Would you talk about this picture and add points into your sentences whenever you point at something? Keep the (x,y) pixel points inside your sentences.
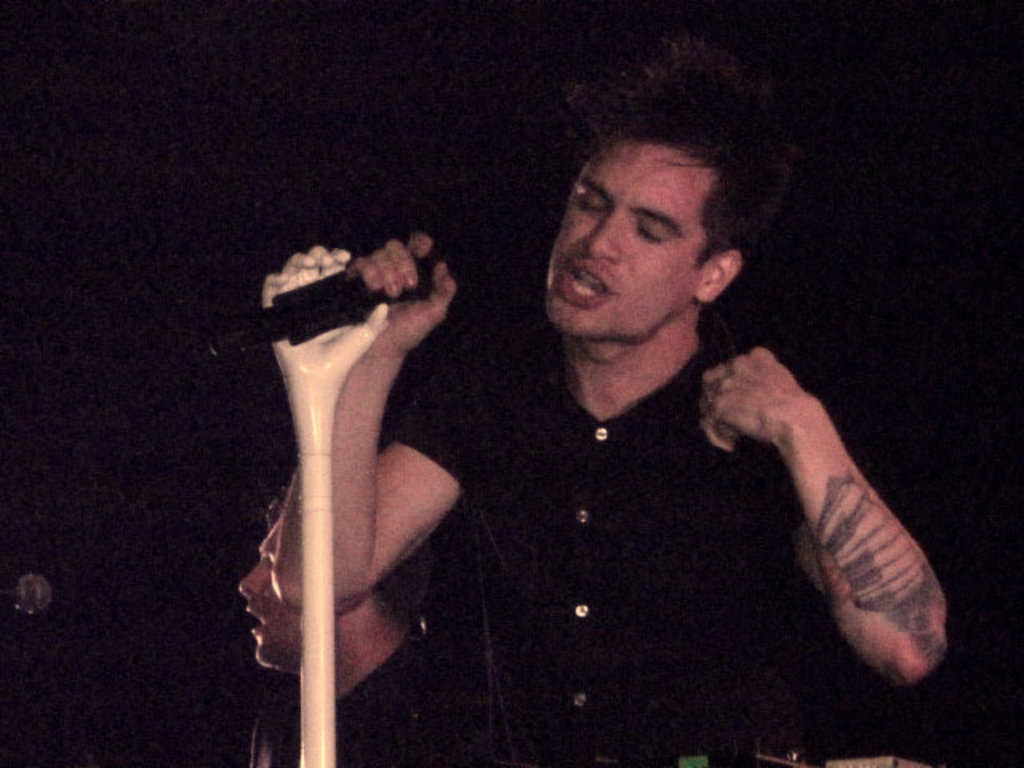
In this picture there is a man (564,494) wearing a black shirt (546,471) and holding a mic (380,293) in his hand (376,273). Behind him there is another person (290,632) standing. In the background (156,290) there is completely dark.
